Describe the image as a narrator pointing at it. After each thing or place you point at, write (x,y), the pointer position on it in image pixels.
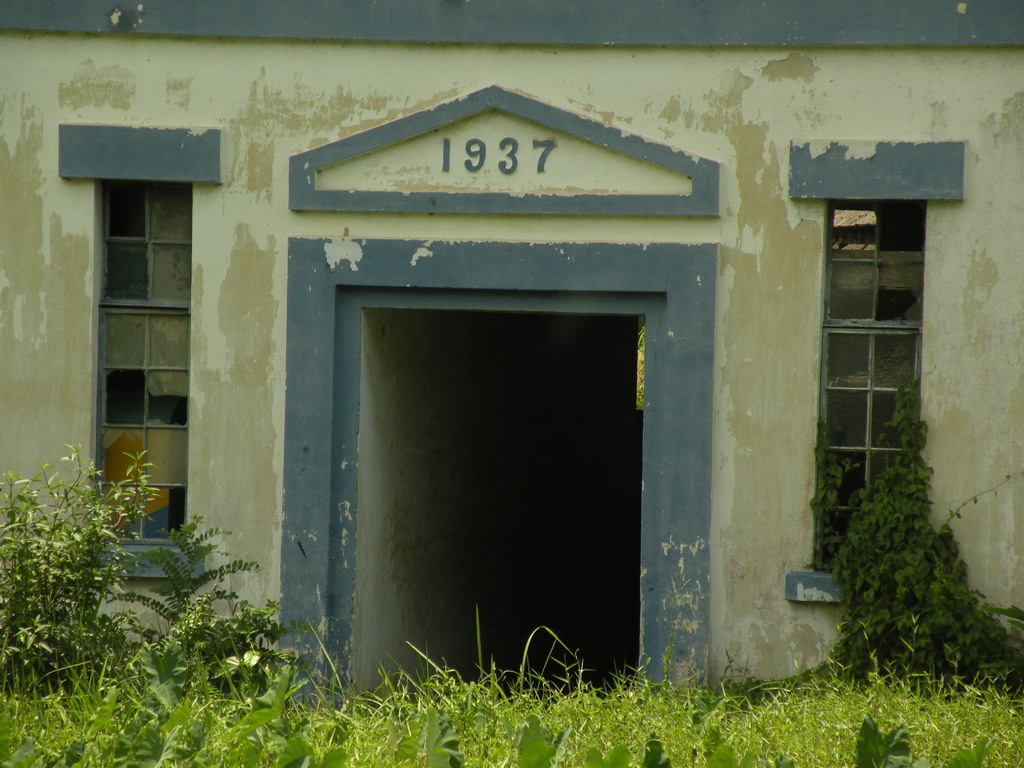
In the picture I can see a house (424,384) which has something written on it. In the front of the image (478,680) I can see plants (458,704) and some other objects (846,446).
